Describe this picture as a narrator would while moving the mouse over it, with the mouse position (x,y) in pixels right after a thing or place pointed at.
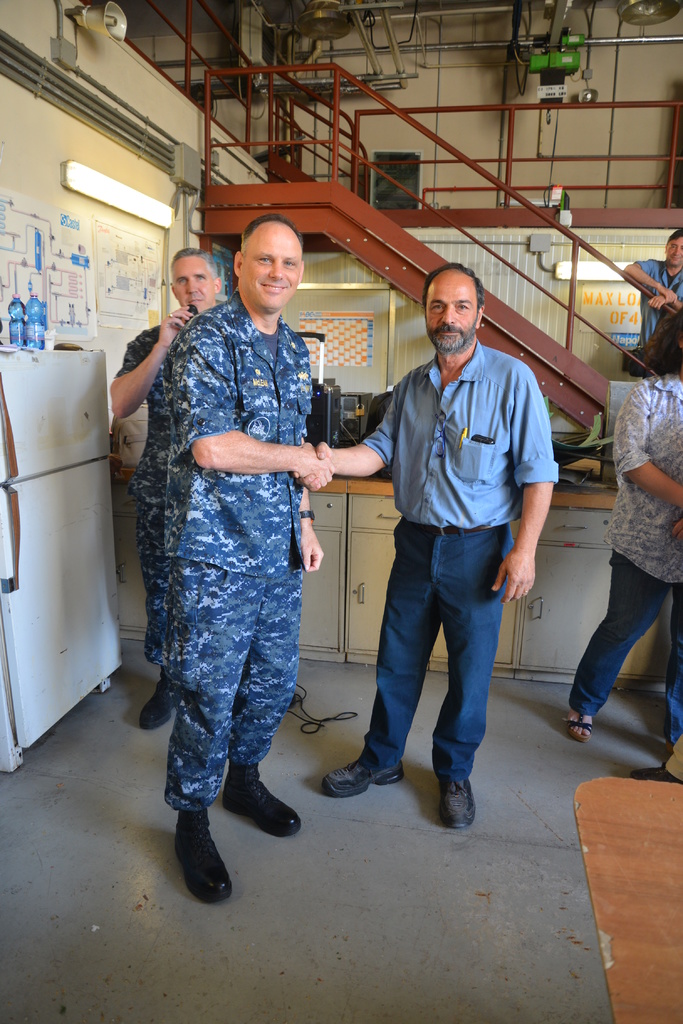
In the middle of this image (237,554) two men (246,378) are standing, shaking their hands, smiling and giving pose for the picture. At the back (166,340) I can see some more people (626,397) standing. On the left side (68,533) there is a refrigerator (53,572). At the back of these people (460,486) there is a table (563,503) on which few objects (558,444) are placed. In the background (657,293) there is a railing (334,127) and one person (652,301) is standing by holding this railing (619,271). At the top of the image (391,69) there are few metal rods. Here I can see few posters (60,268) attached to the wall (71,159).
